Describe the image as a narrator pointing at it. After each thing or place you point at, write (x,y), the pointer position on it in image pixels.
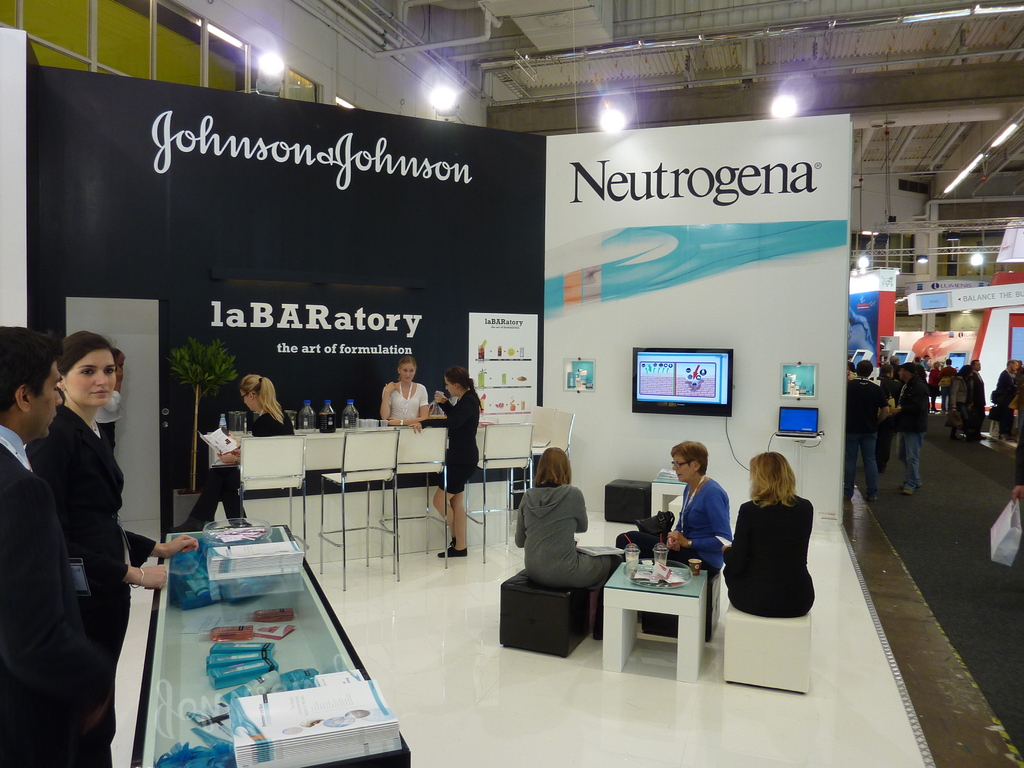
In this image i can see inside view of a exhibition hall (570,397). and group of people (933,364) standing on the floor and there is a light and on the right side (698,460) there are the persons (533,533) sitting on the chair (733,615). there are some objects (654,553) and there is a tv monitor (713,370) on the hoarding board (682,232). and on the left side (48,494) two persons (36,507) standing in front of the table (188,646). and on the table (193,669) there are some objects (256,529). on the right side (907,394) the persons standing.
